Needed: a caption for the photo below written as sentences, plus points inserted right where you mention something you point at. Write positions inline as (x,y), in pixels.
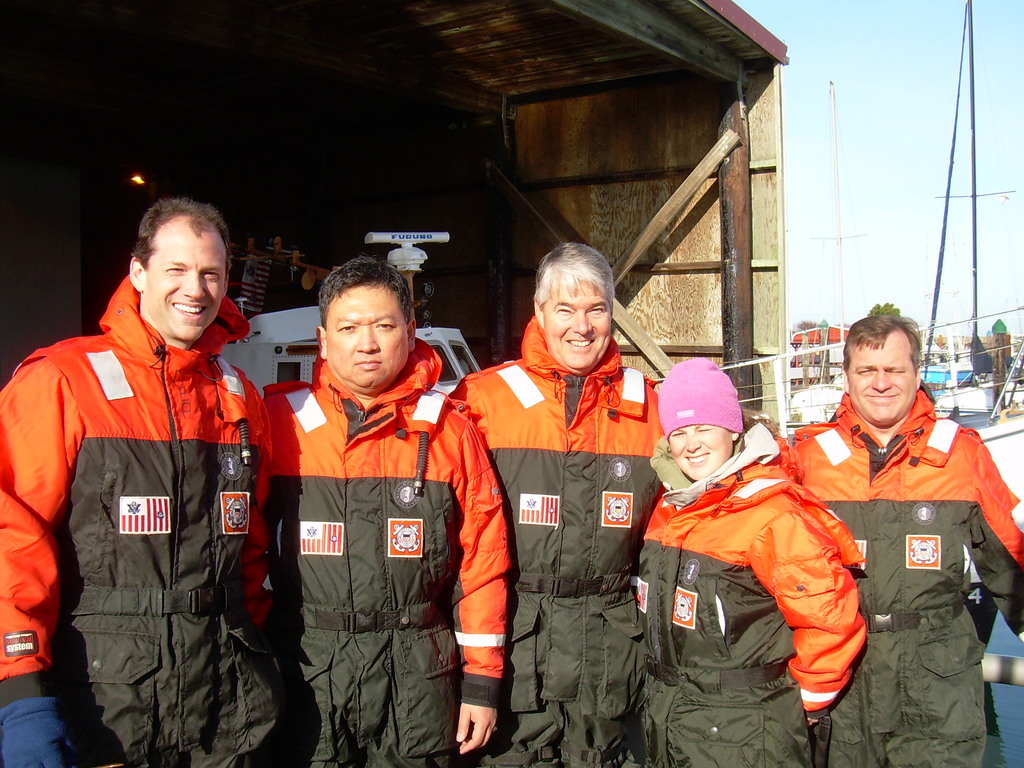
In this image I can see few people (478,418) are standing and wearing orange and green color dresses (548,573). Back I can see a shed (685,226) and few objects (945,351). The sky (926,194) is in blue and white color.
